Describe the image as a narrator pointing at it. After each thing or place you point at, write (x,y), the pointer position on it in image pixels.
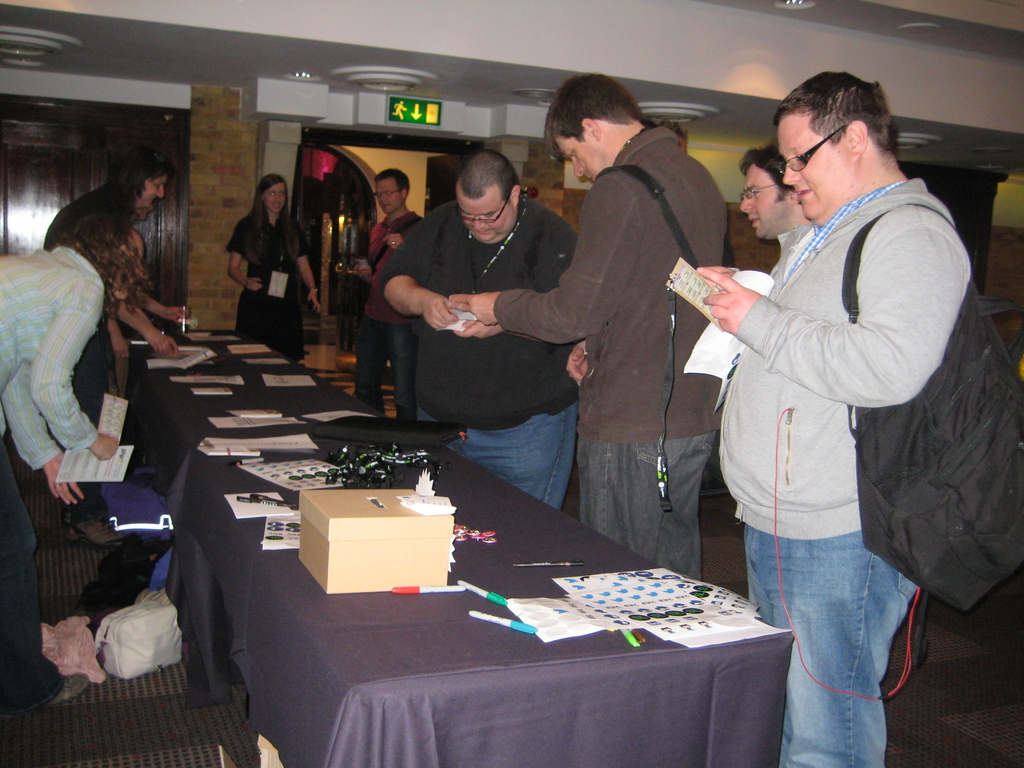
In this image there are few people (792,444) in the room (712,516), there are markers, papers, a box (305,523) and black color objects (389,450) on the table (258,365) and lights (403,87) to the roof (515,52), there is a sign board (423,121) attached to the wall (358,112).
